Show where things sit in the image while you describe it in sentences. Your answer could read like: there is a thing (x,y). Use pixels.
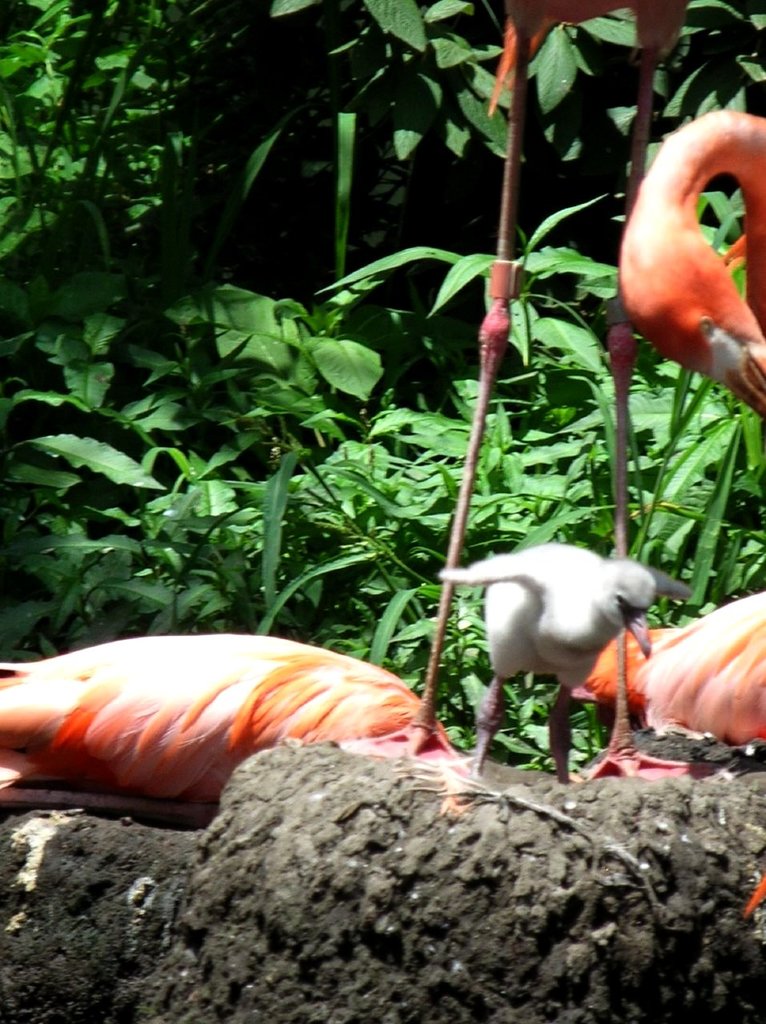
This is a zoomed in picture. In the foreground (684,899) we can see the rock (479,832). In the center (394,681) there is a white color bird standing on the rock (484,818) and we can see the some other birds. In the background (241,190) we can see the plants (186,249).
